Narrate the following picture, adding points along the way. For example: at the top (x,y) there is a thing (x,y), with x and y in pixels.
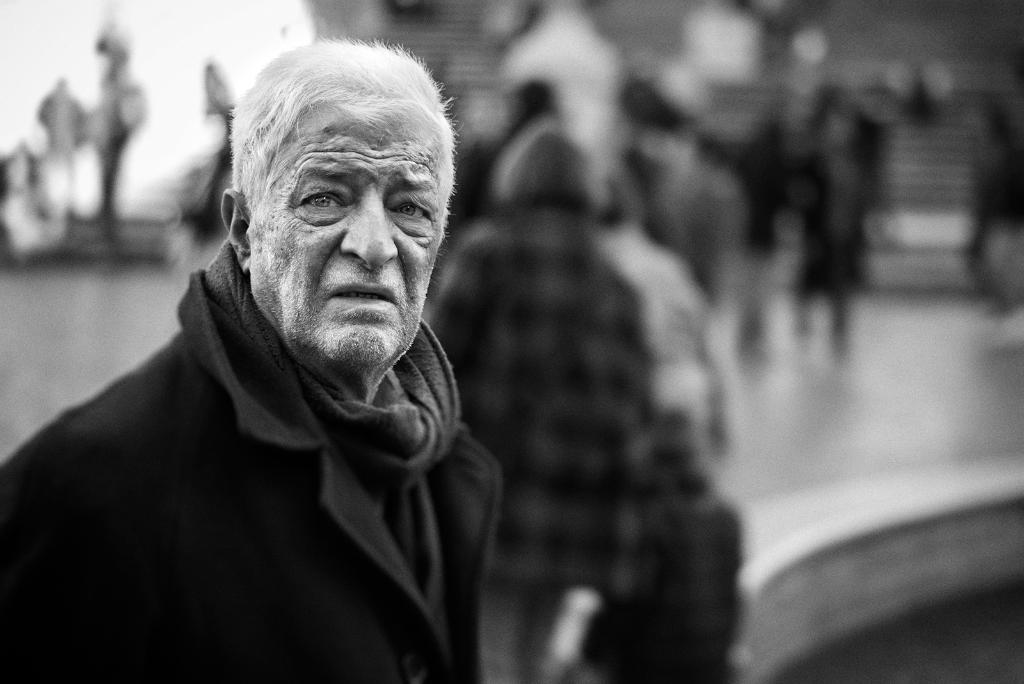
This is a black and white image. In this image, on the left side (330,470), we can see a man (307,468) wearing a black color dress (281,492). In the background (498,298), we can see a group of people (706,282).
